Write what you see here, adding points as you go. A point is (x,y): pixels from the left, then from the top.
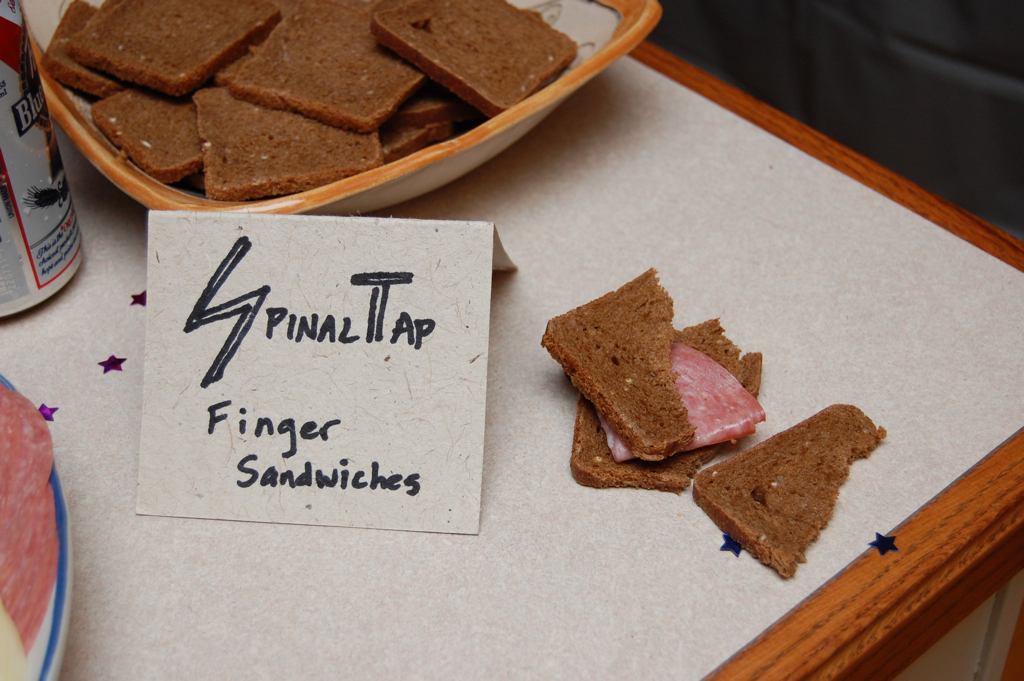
In the picture of the image I can see food items (588,351) in a bowl (234,162) and on the surface (91,488) of a table (727,458). On the left side of the image (63,250) I can see some other objects (11,424) on a white color surface (136,462).
